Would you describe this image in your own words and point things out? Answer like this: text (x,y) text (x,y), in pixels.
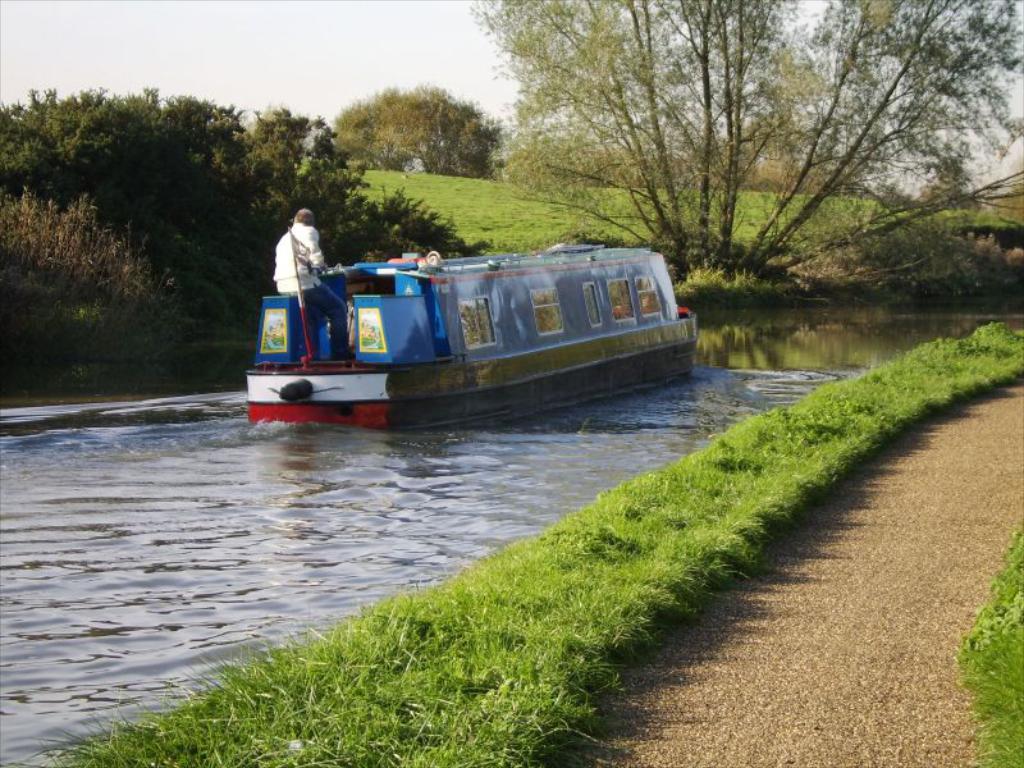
In this picture there is a man (335,298) who is standing on the boat (429,338). This boat (481,373) is running on water (535,446). At the bottom (517,598) we can see grass (553,723). In the background (497,231) we can see trees (815,202), plants (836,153), grass (852,198) and farmland (607,208). At the top (298,31) we can see sky (405,39) and clouds (318,49).
